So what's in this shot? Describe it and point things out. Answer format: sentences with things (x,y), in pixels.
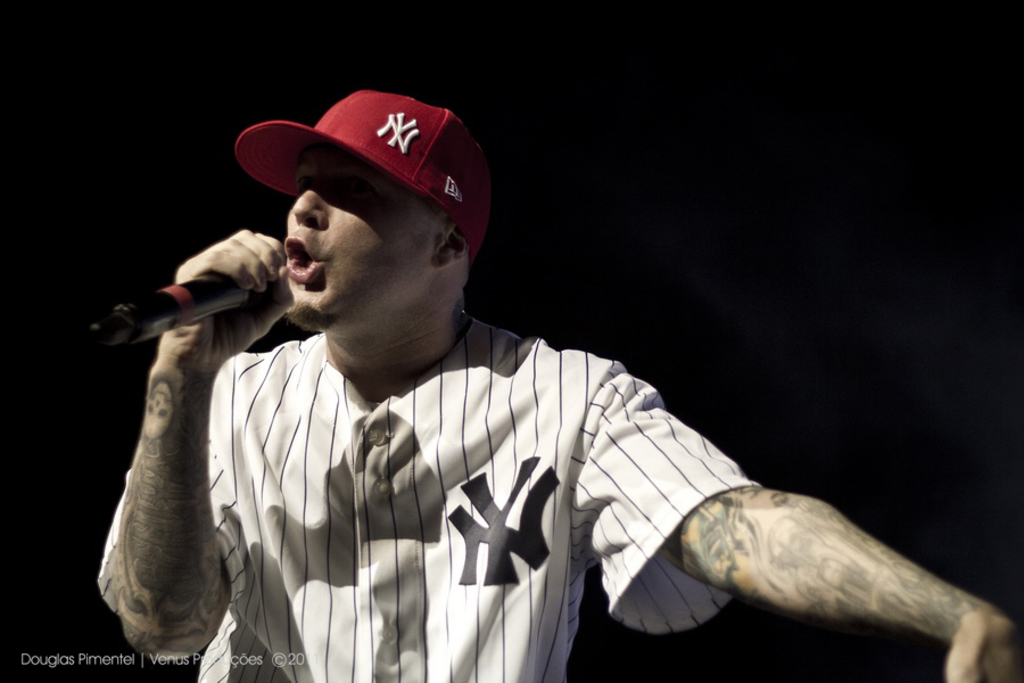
This man (342,520) wore white shirt (397,529), cap (374,148) and singing in-front of mic (216,293). On his hands (190,540) there are tattoos (180,530).
